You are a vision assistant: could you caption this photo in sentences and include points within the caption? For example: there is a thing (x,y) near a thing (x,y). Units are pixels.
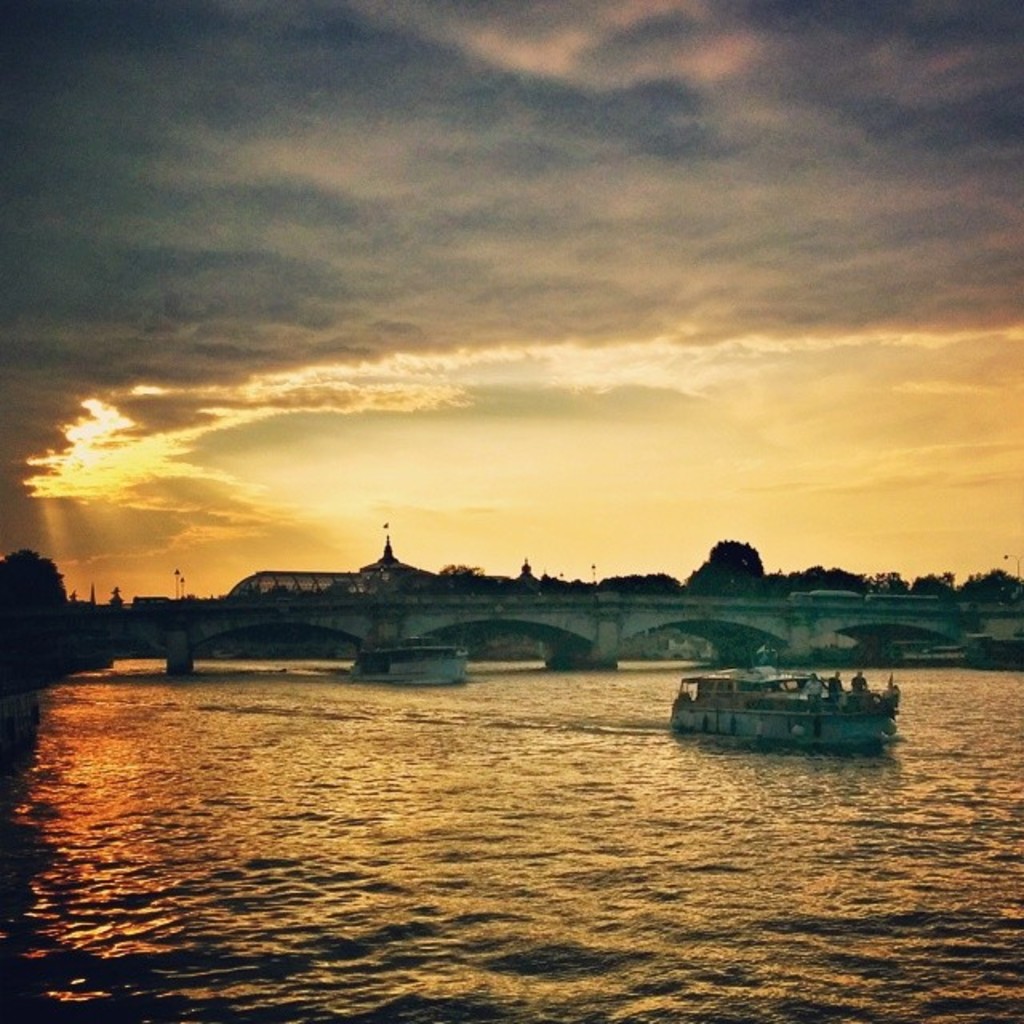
In this image there is a river (435,805) and we can see boats (439,649) on the river (714,913). In the background (811,641) there is a bridge (633,600), trees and sky (484,341).
